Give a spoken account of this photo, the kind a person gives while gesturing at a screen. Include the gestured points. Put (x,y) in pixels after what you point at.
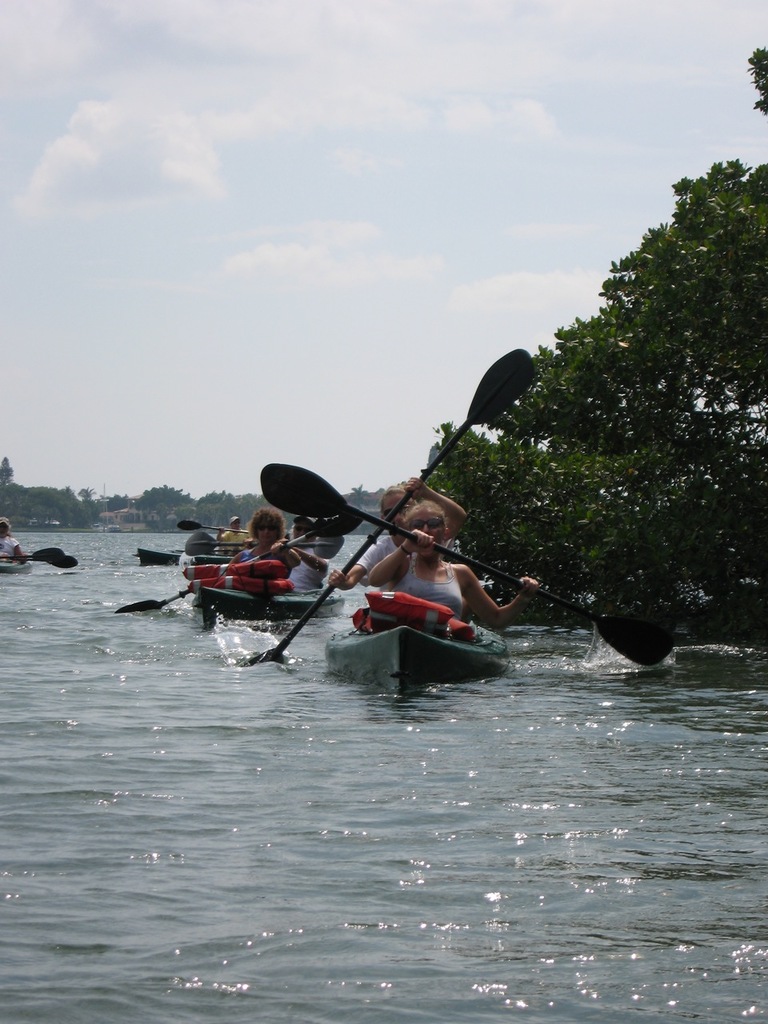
As we can see in the image, there are few people (405,575) sitting on boat (380,652) and travelling on water (189,766). In the front (630,555) there is a tree (633,482). In the background (44,496) there are lot of trees (44,507). On the top (260,201) there is a sky (340,181).
